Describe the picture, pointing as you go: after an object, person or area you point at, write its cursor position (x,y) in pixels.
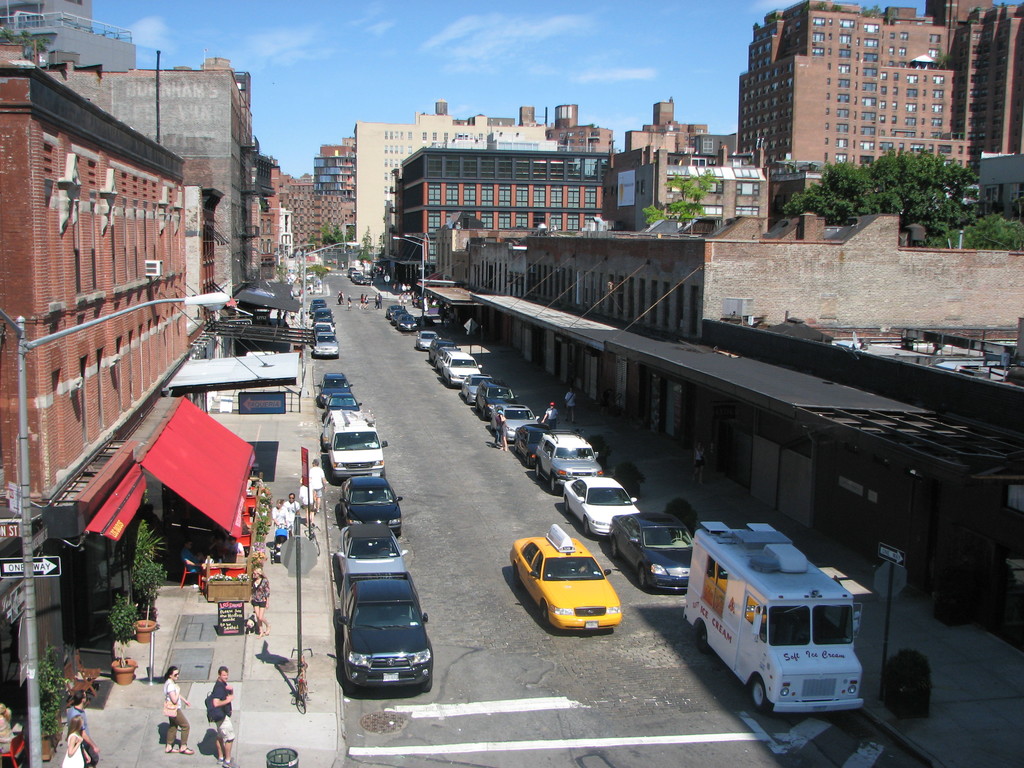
This picture might be taken from outside of the city and it is sunny. In this image, on the right side (782,553), we can see cars (813,657) which are placed on the road (434,490), footpath (924,600), hoardings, a group of people (573,404), buildings (643,374), trees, plants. On the left side (325,399), we can also see group of people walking on the footpath (271,671), stalls (234,504), flower pot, plants (122,608), cars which are placed on the road (385,767), buildings (232,469). In the background (363,190), we can also see some buildings (284,205). At the top (366,46), we can see a sky (391,54), at the bottom (477,561), we can see a road (635,628) and a footpath (274,718).
